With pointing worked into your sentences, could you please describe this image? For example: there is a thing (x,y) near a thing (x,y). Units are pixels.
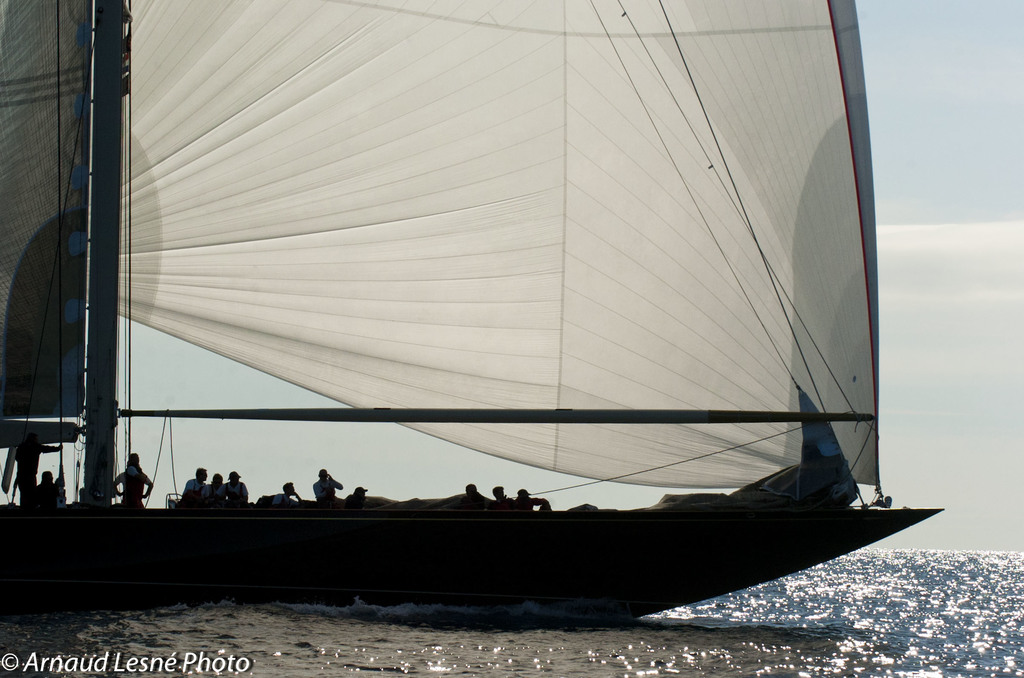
In this image there is a boat (465,590) visible, on the sea (339,626), on which there are few people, sail (236,179), behind it there is the sky (905,119), in the bottom left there is a text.
